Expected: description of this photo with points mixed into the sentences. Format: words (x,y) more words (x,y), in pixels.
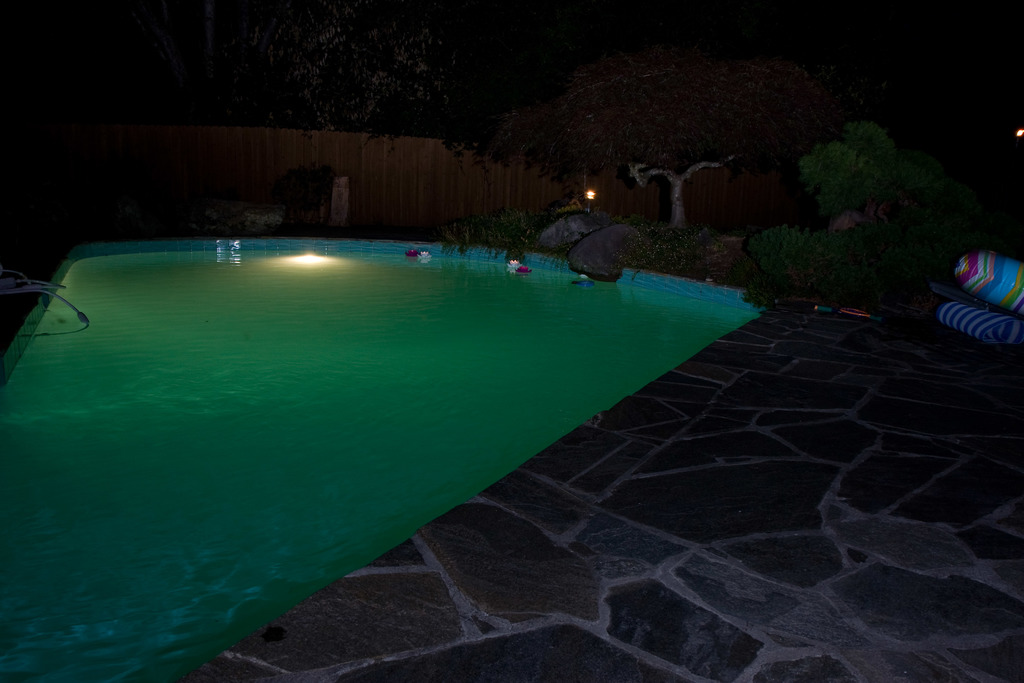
In this picture we can see a swimming pool (392,359), beside to the pool (368,392) we can find few trees (692,130).
